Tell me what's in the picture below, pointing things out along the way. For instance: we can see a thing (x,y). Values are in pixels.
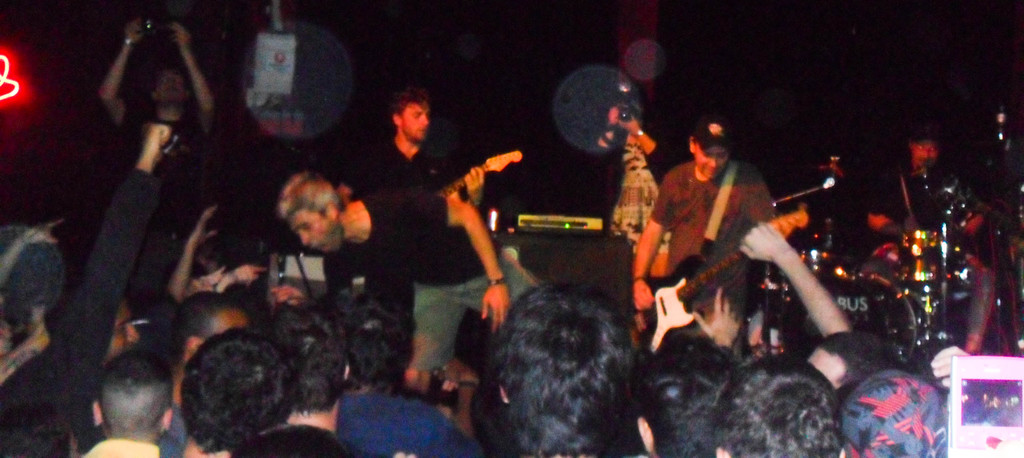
As we can see in the image there are group of people (526,378) here and there. the man (441,163) who is standing over here is holding a guitar (460,177). On the left side (176,92) there is a man (177,125) holding camera (146,30). On the right side (855,274) there are musical drums (923,227).
